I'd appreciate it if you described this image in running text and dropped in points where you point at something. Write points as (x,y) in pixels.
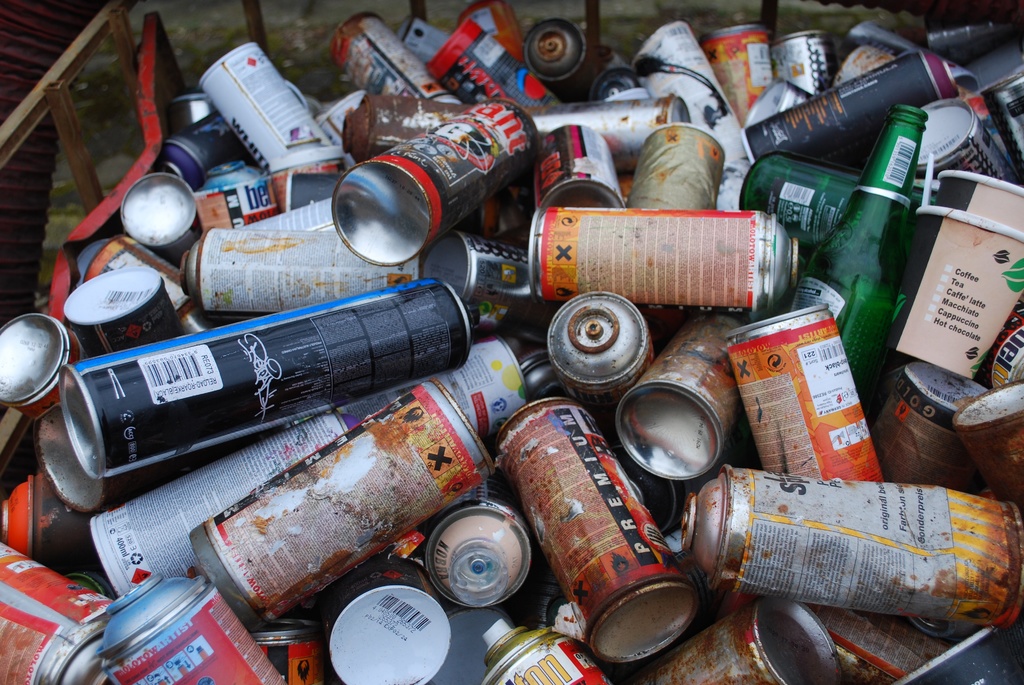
In this image we can see a group of tins (565,215) and the bottles (851,314) placed on the surface (108,149). We can also see some metal poles (89,187).
